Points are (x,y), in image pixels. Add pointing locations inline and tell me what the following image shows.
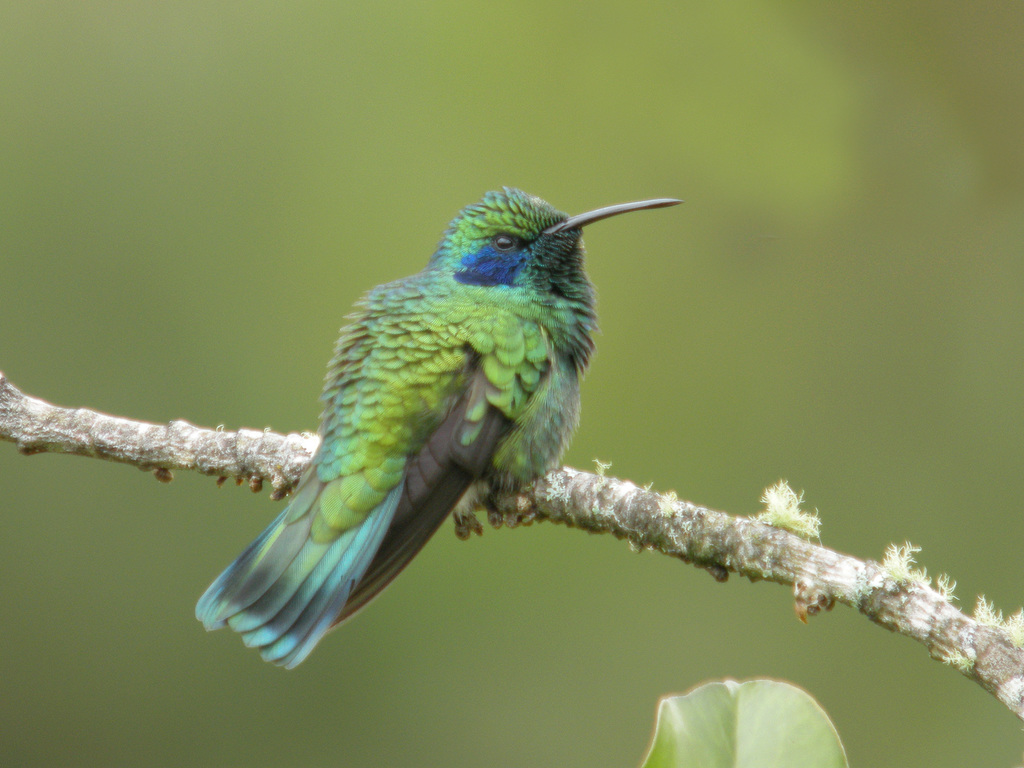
In this image there is a bird (475,440) on a stem (878,575), in the background (678,652) it is blurred and there is a leaf (660,699) at the bottom (729,733).
